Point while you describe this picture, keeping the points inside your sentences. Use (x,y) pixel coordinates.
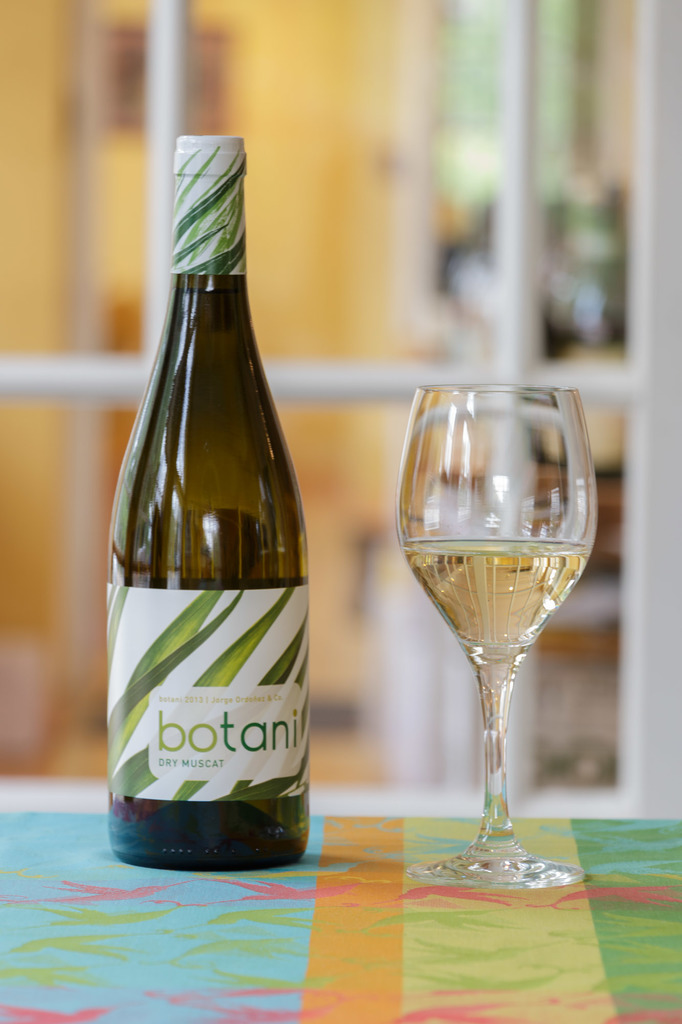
In this image there is one bottle (200,507) on the left side (216,614), and there is a glass (497,598) on the right side (497,688) and that glass (499,673) is filled with drink (477,618).
